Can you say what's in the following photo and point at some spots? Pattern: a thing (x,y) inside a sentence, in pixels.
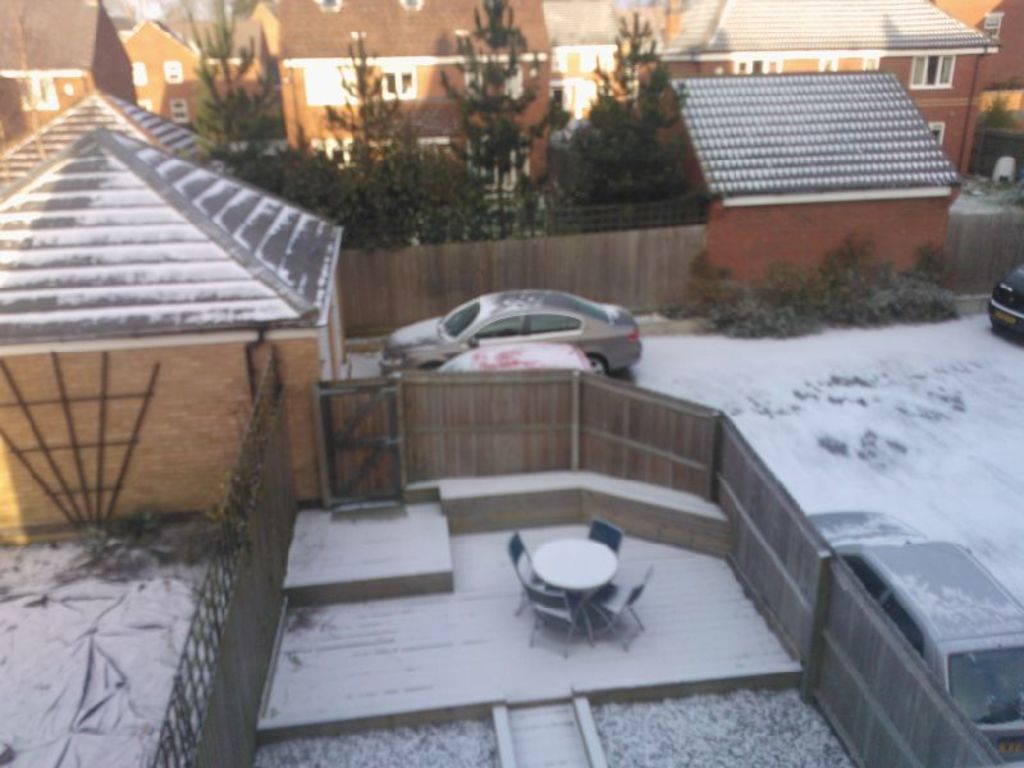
In the image there are houses (153,123), cars (460,352) and wooden fencing (557,416). Most of the area is covered with ice (955,427) and there are also trees (656,156) around the houses (507,138).
